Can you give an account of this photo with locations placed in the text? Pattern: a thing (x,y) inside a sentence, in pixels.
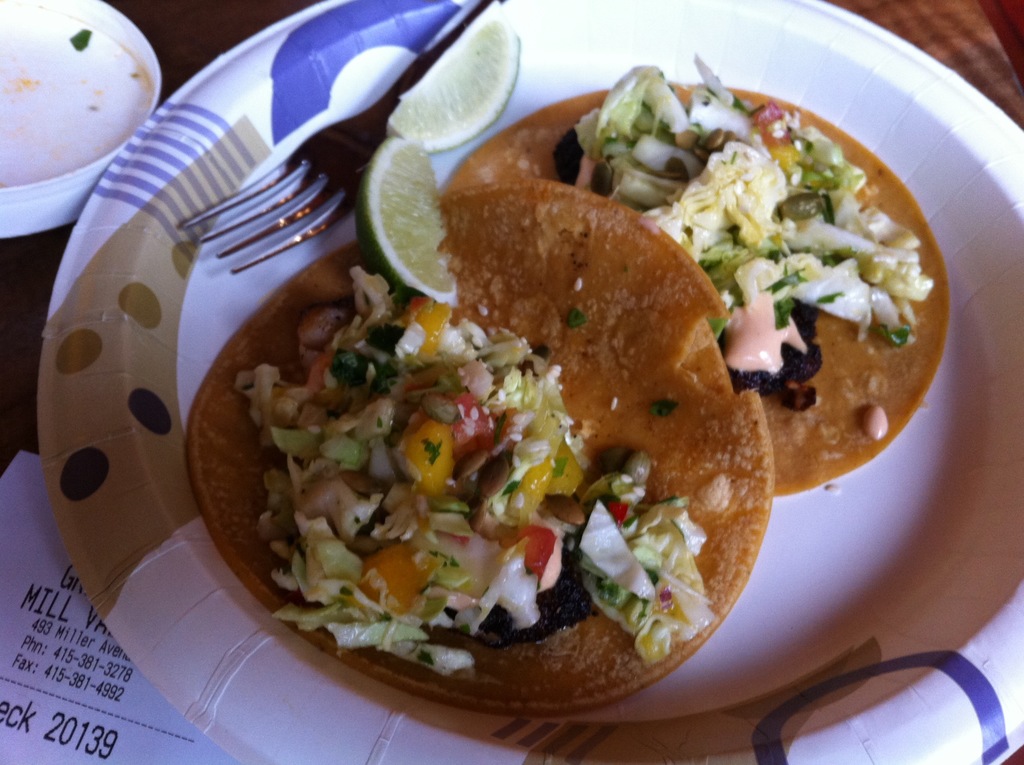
In this image we can see a plate (460,6) of food items (865,415) on the table (919,41). We can also see the fork (314,143), bill paper (69,663) and also the white color box (38,126) on the left (38,158).
